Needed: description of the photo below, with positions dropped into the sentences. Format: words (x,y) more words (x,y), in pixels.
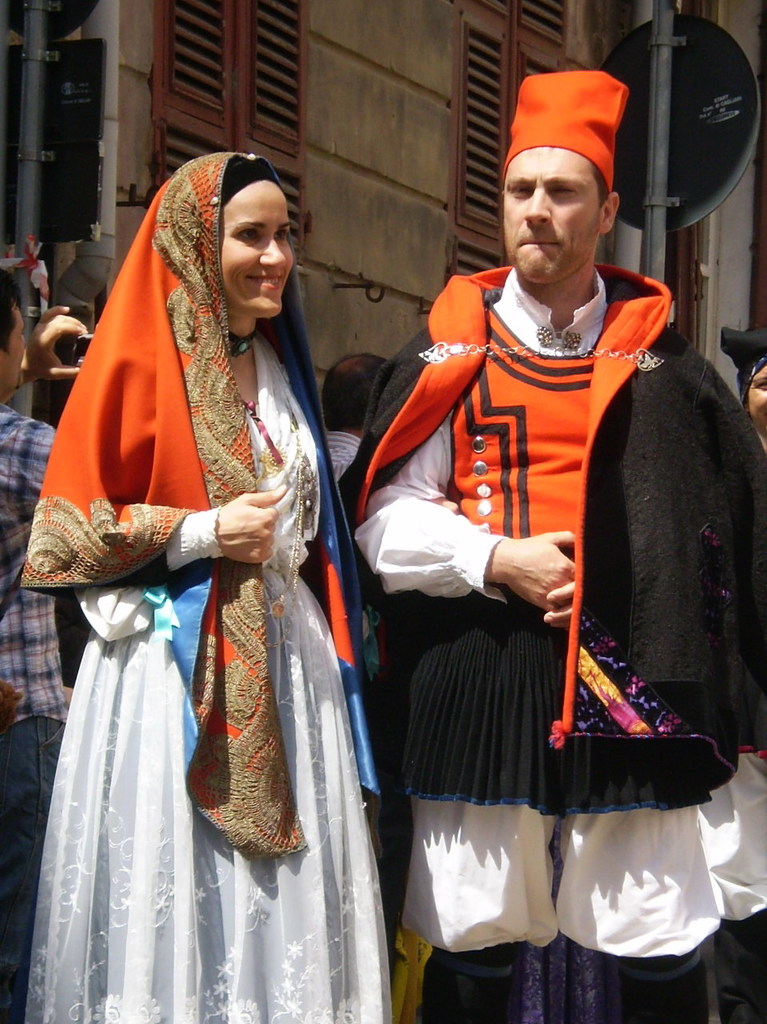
A man (426,698) and a woman (362,928) are standing. In the background (47,399) there are few persons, window doors (198,6), wall (371,100), boards (696,97) on the poles (19,215) and a man (59,697) on the left side (22,834) is holding an object (76,358) in his hands (43,355).
